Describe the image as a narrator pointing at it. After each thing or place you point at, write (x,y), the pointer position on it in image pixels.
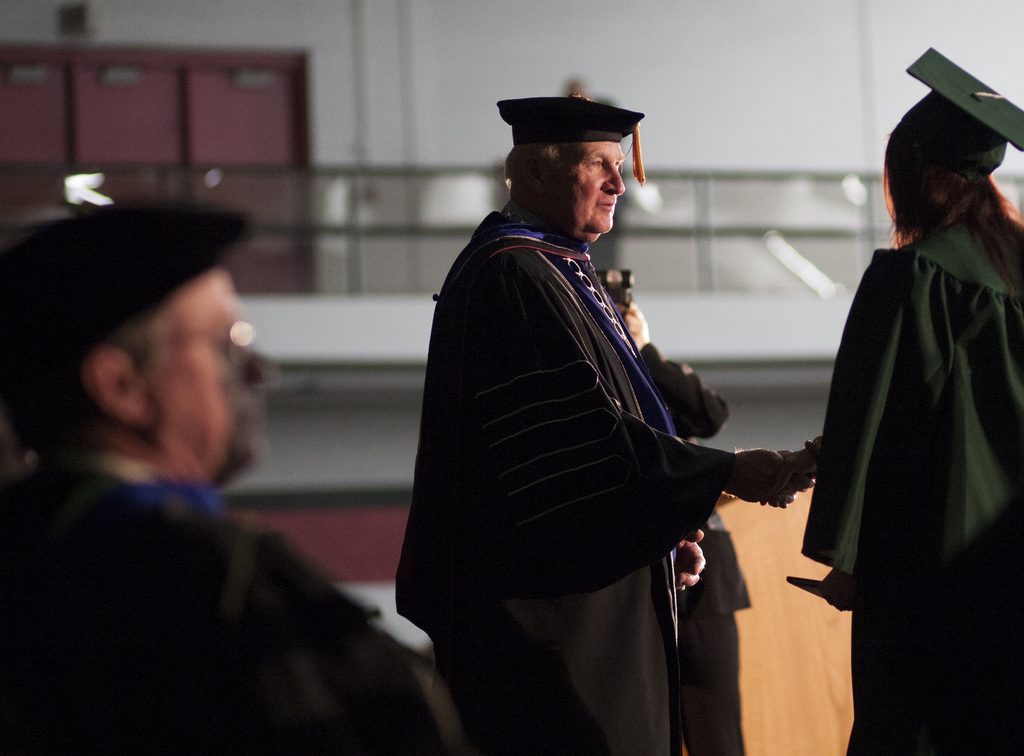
In this picture we can see four persons (683,608), three persons (883,482) in the front (942,434) are wearing hats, a person (660,378) in the background (647,362) is holding a camera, in the background (490,51) there is a wall (409,20).
